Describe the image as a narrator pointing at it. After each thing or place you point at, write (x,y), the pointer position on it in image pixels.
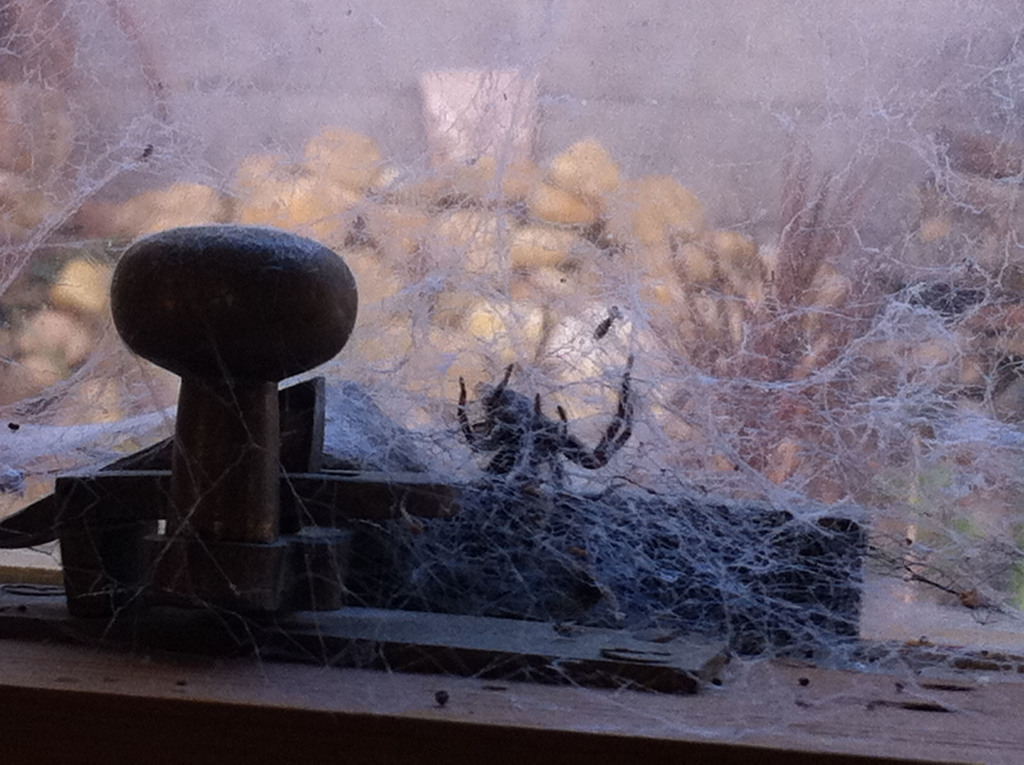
In this picture I can see a spider (485,393) and its web (426,460) in the middle (541,436), on the left side (293,591) it looks like an iron thing (254,497).
